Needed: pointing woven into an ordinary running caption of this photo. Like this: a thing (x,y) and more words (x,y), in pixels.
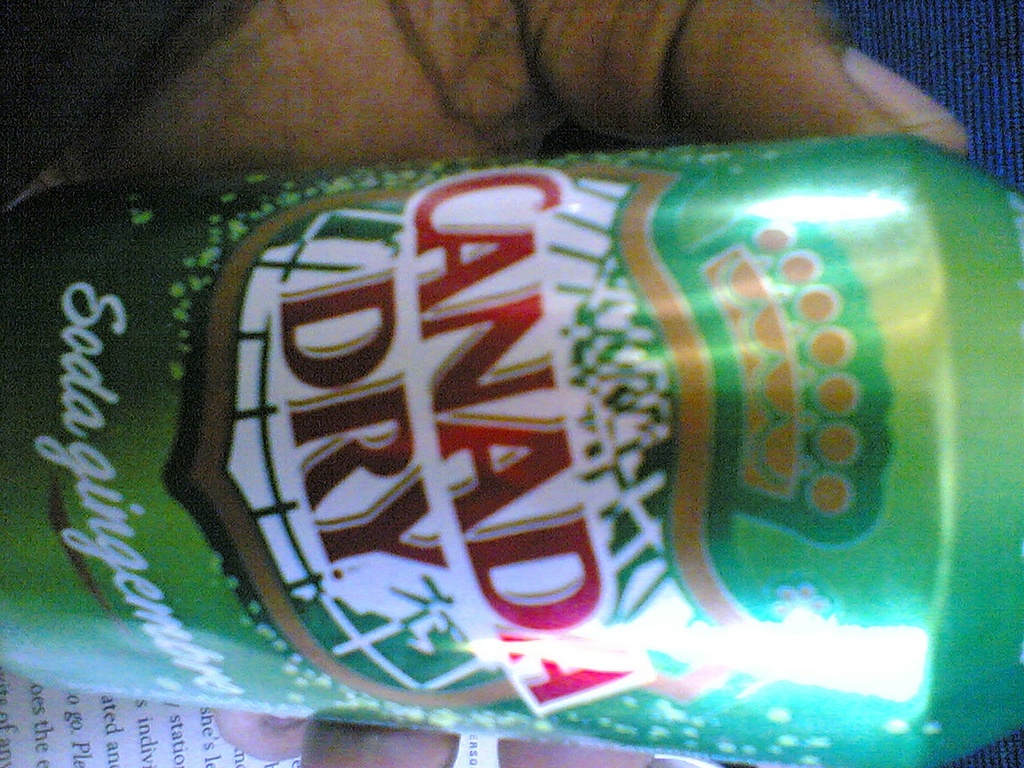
The picture consists of a person (413,130) holding a Canada Dry tin (487,429). At the bottom (25,728) there is a paper (475,756). At the top (942,49) it is blue jeans (926,71).
